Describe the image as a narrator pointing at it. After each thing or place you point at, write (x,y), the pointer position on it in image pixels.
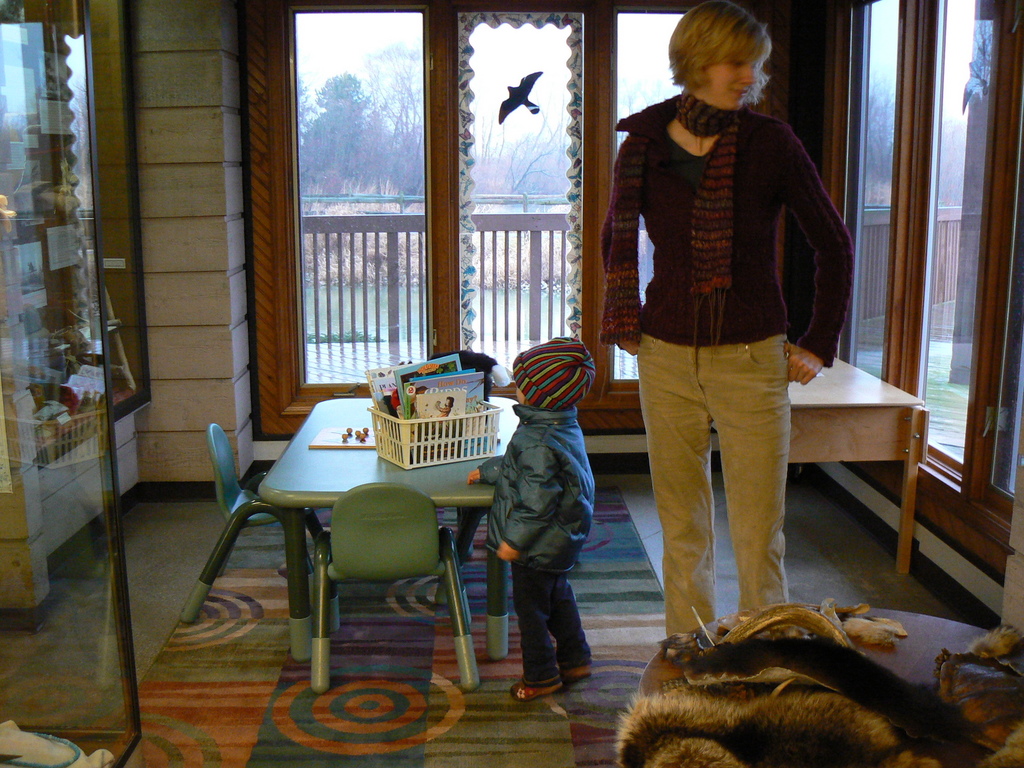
In the given image we can see a woman (662,266) standing next to her is a child (534,489), a table (365,480) and a chair (377,495). This is the balcony (407,279). On the window (497,100) we can see a bird sticker (519,87). There are trees (356,125) and sky (342,47) is in white color.
